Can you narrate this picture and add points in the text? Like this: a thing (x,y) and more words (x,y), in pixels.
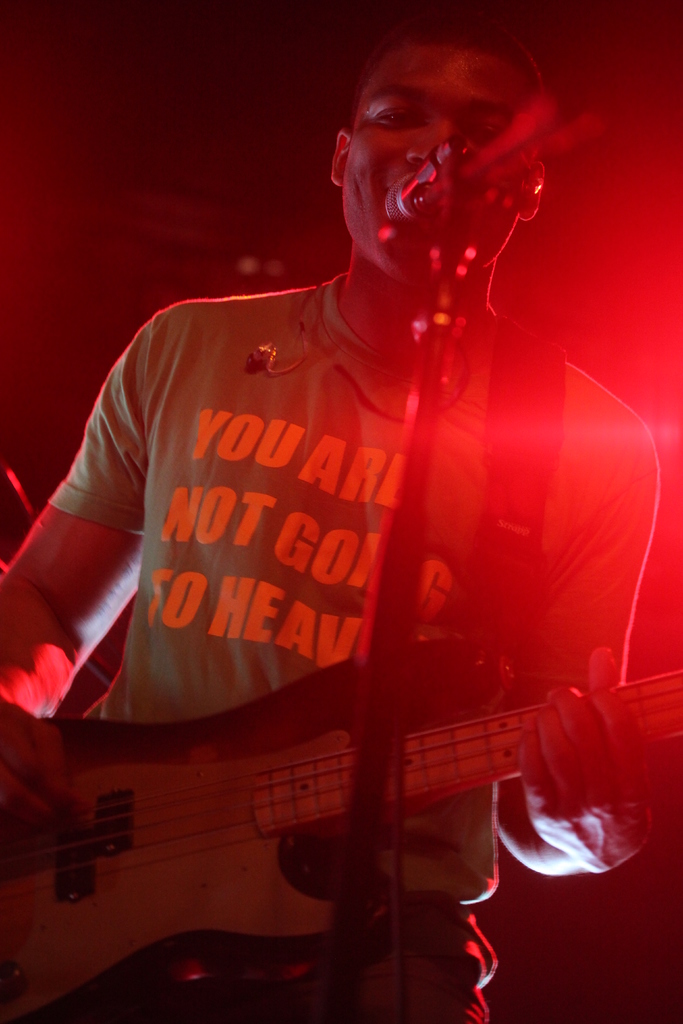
In this picture, we can see a person (399,344) holding musical instrument (199,856), we can see microphone (421,209) with pole (440,251), red light (675,604), and the dark background (293,134).
